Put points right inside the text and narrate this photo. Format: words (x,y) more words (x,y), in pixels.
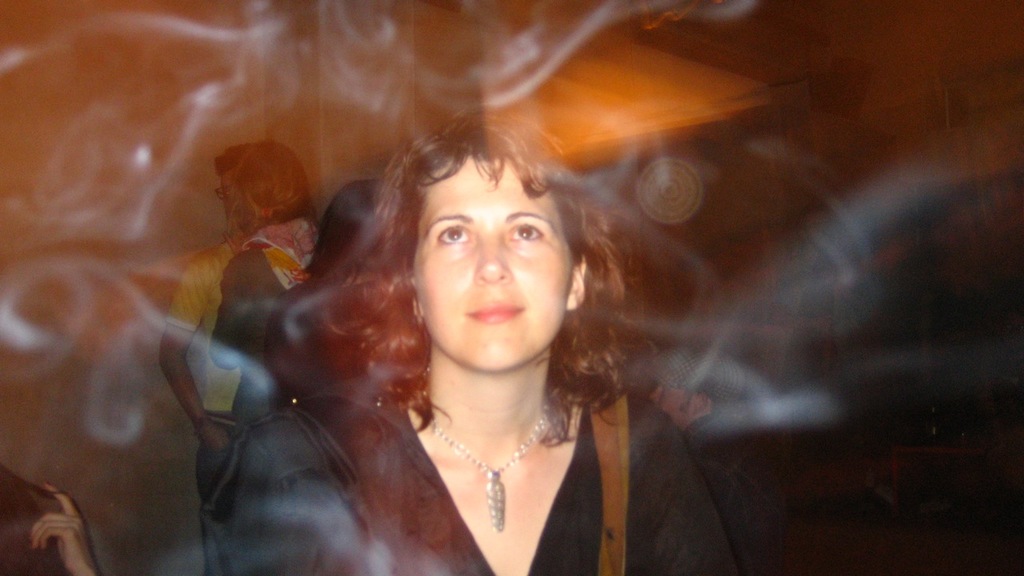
This is an image clicked in the dark. In the foreground (390,66), I can see in the smoke (214,101). In the middle of the image (534,322) I can see a woman (429,442) wearing black color dress (379,507) and looking at the upwards. In the background (178,322), I can see some more people (228,244) and a wall (97,102).
